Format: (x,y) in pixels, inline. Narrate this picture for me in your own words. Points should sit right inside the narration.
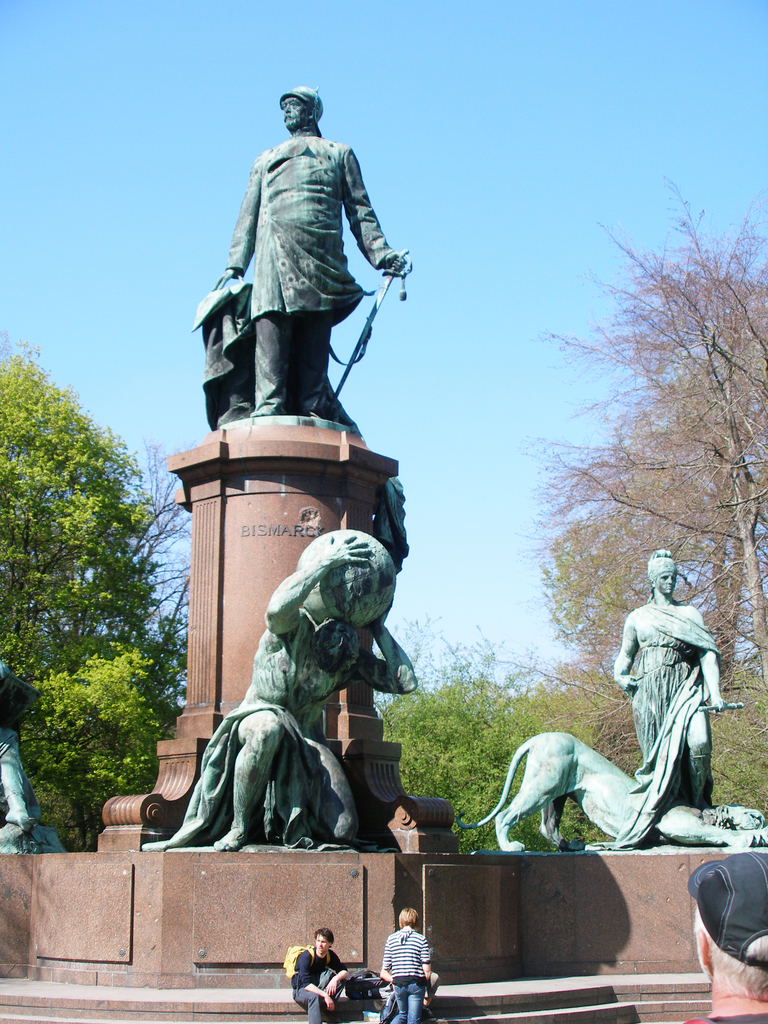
In this picture I can see few statues (217,385) and trees (40,595) and I can see couple of them sitting and couple of them standing and I can see blue sky (419,248).
